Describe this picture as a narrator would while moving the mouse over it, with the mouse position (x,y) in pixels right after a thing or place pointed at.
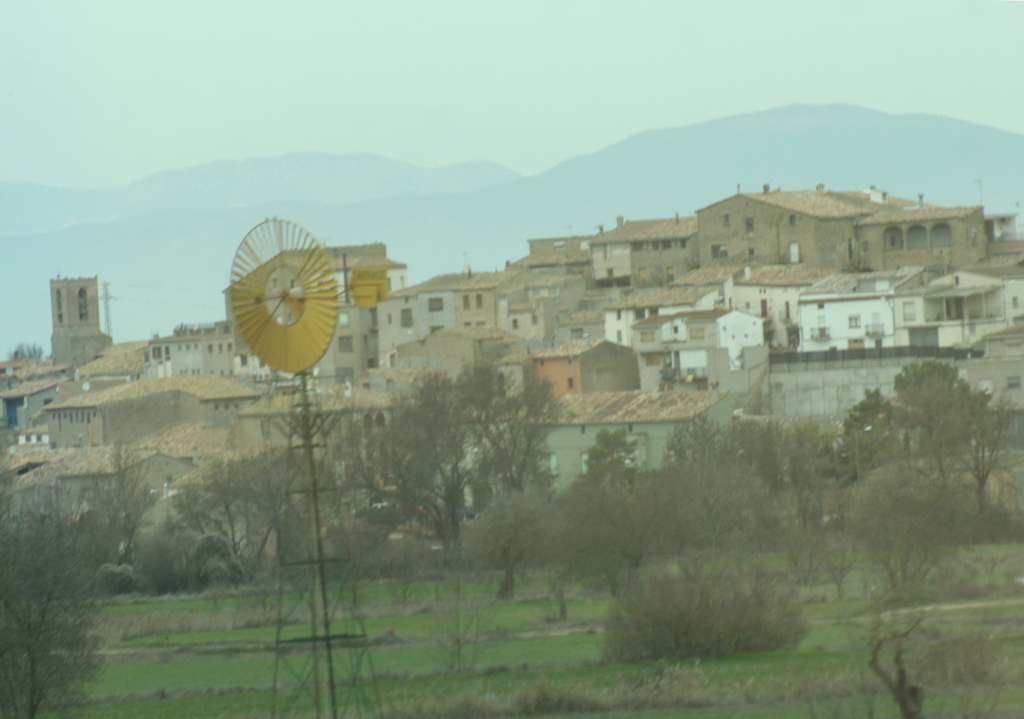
In the foreground (328,331) we can see a windmill (337,298) on the stand (318,619). In the center of the image (647,479) we can see a group of trees (677,533), buildings (700,378) with windows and roofs (671,318). In the background (744,136) we can see, mountains (535,176) and the sky (392,76).
